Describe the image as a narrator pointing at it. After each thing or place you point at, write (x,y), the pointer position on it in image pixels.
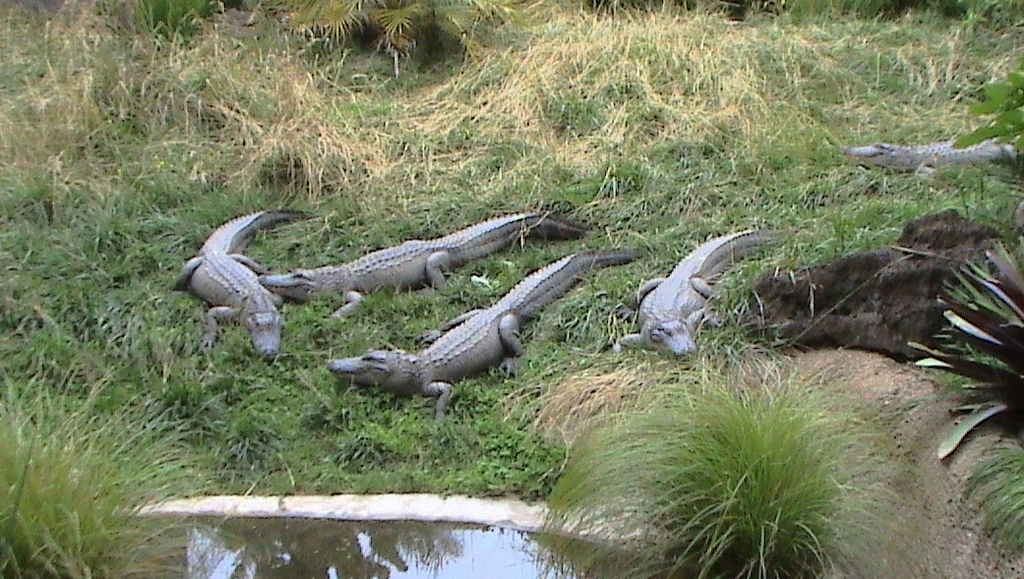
In this picture we can see water (371,547) at the bottom (358,547), there are some plants (619,550) and grass (414,69) in the background (486,63), we can see alligators (691,261) in the middle (603,267).
